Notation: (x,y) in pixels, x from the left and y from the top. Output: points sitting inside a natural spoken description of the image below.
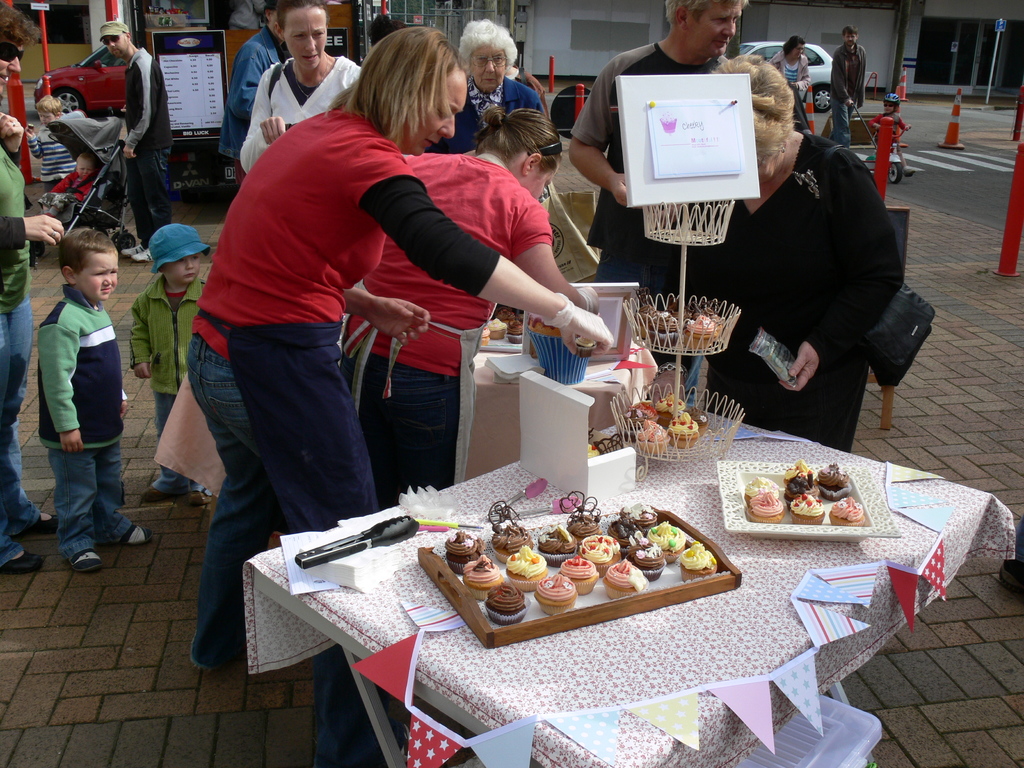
In the image there are group of people (471,230) standing in front of a table (577,628), on table (550,648) we can see cloth (553,669), paper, food (519,610), tray (527,623) in background (967,47) we can see car (102,93), hoarding (215,94) and a glass door (953,41) which is closed.
